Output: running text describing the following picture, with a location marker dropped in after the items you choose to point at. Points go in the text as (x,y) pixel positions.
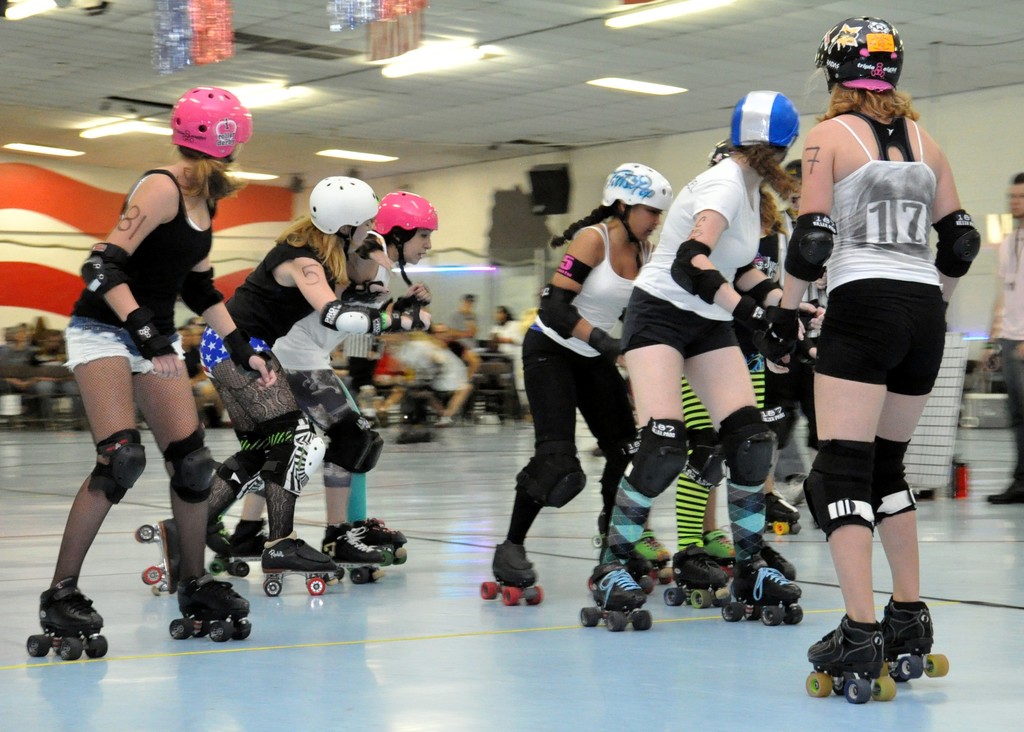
In this image there are group of people (610,378) with helmets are doing skating with the skating shoes (79,592), and in the background (33,355) there are group of people (33,355), lights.
